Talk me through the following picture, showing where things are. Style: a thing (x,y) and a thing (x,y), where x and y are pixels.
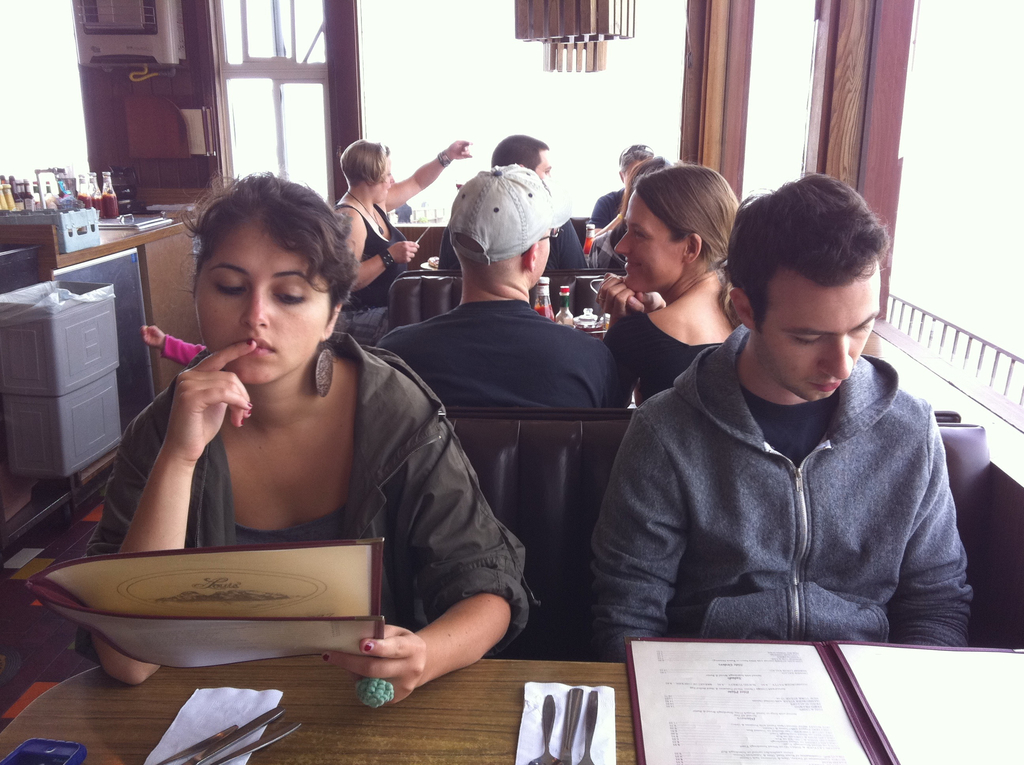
In this image we can see many people (442,380) sitting on benches (490,425). One person (504,325) is wearing cap (467,202). Another lady (245,463) is holding a menu card (223,603). There is a table (394,733). On the table (393,733) there are spoons (545,717), forks (271,745), knives (239,739), menu card (720,714) and some other items (177,738). On the left side (81,339) there are baskets (75,362). Also there is a table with bottles (83,182) and some other things (64,193).
